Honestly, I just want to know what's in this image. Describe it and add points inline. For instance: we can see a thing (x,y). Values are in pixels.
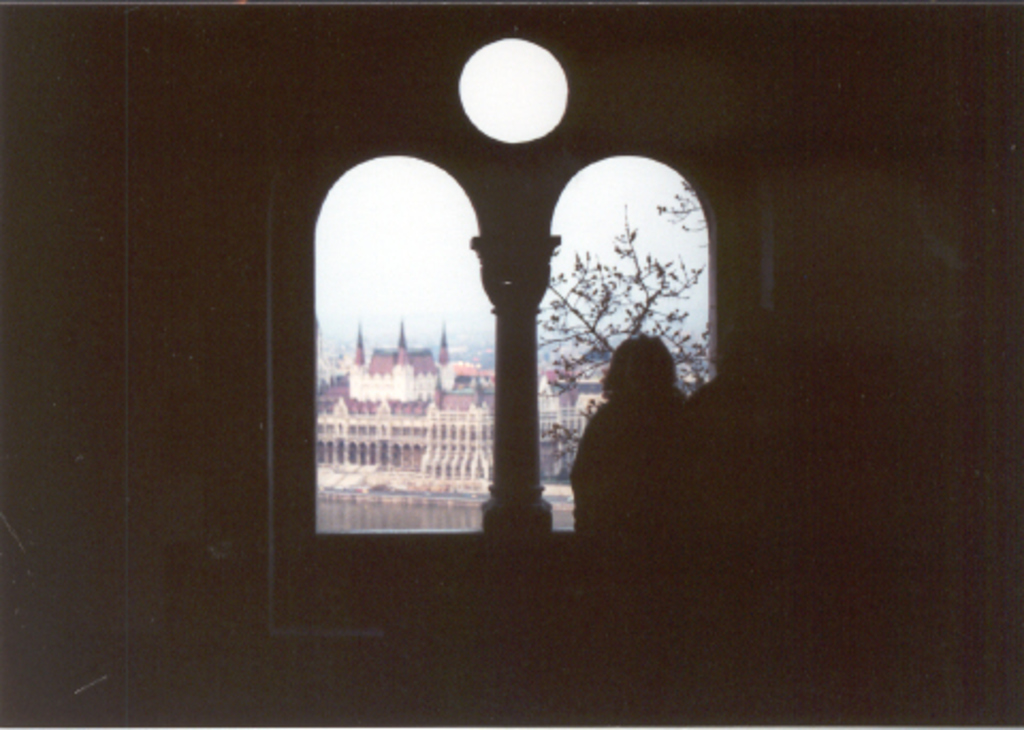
Here is a person (625,456) standing. This looks like a window (476,494). I can see the buildings (451,434) and a tree (607,346) through the window (592,243).
